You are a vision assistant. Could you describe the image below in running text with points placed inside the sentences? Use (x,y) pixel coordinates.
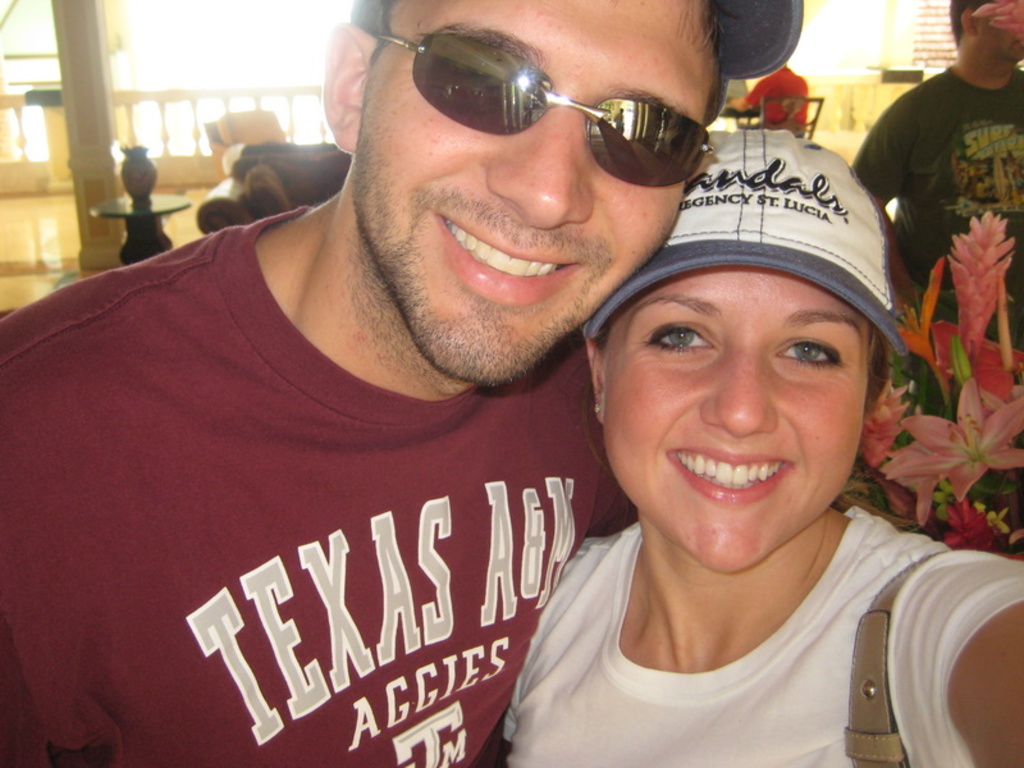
In this image we can see a man (459,541) and a woman (681,328). On the backside (107,215) we can see a bouquet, a sofa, a person (923,215) standing, a man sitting on a chair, an object (131,172) on a table (151,195), a pillar (85,36) and the railing (173,181).
